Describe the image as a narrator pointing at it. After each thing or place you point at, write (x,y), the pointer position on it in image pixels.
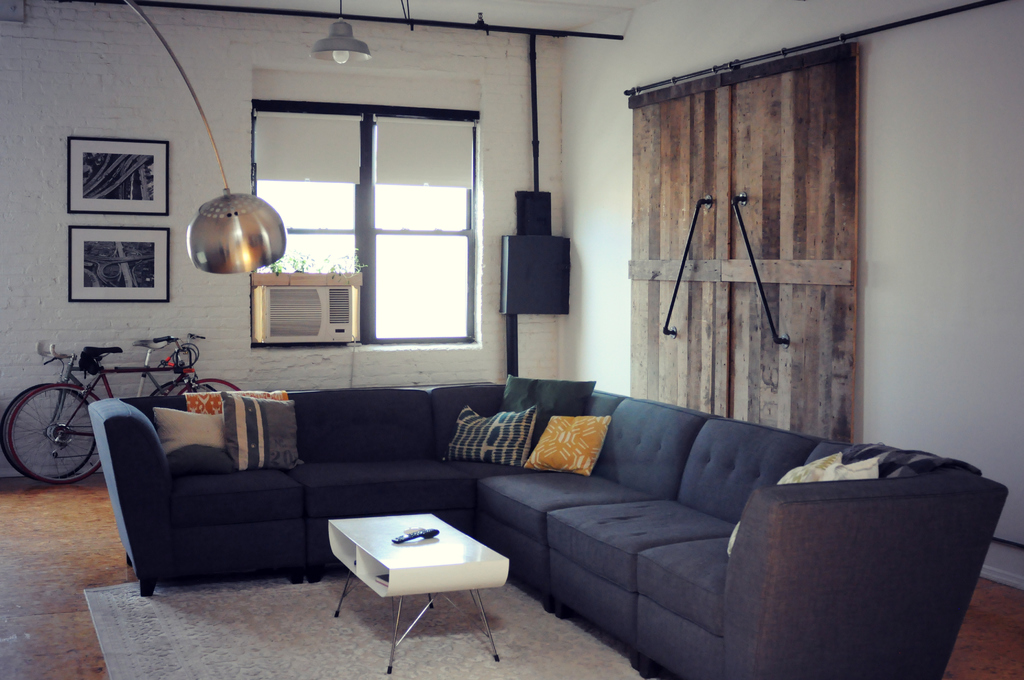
This is inside of the room (458,473) we can see sofa (471,484), pillows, table (434,555), wall (83,47), glass window (363,210), frames (126,179), bicycle (155,367), on the top we can see light (357,44). This is floor (45,549).
